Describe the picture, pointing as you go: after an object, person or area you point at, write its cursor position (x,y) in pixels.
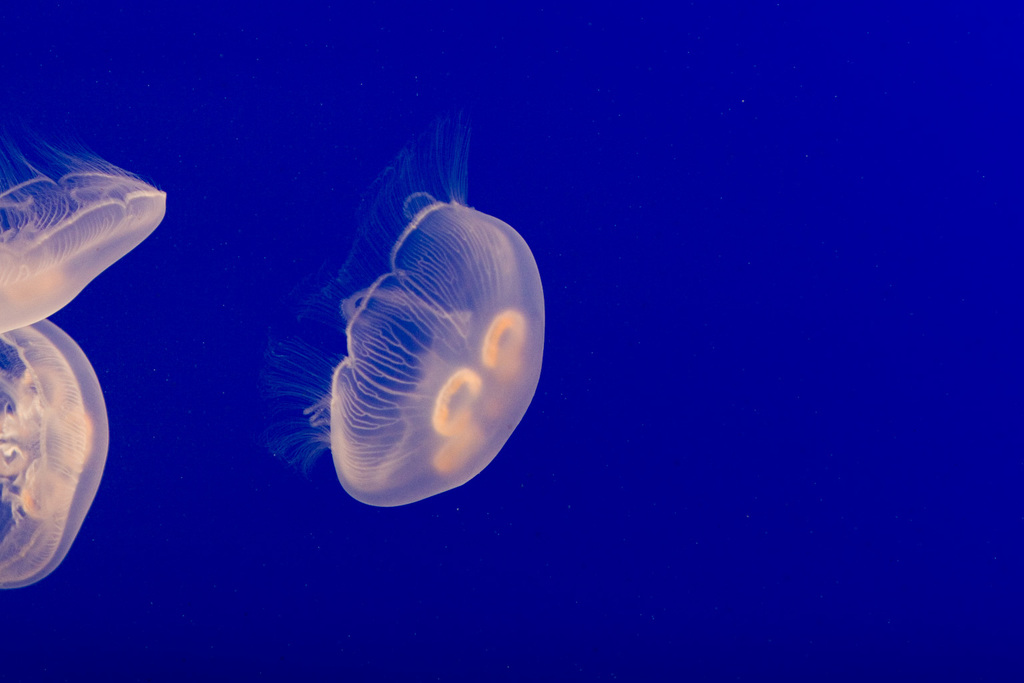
In this image I can see few jellyfish (465,350) which are yellow and white in color. I can see the blue colored background (187,231).
